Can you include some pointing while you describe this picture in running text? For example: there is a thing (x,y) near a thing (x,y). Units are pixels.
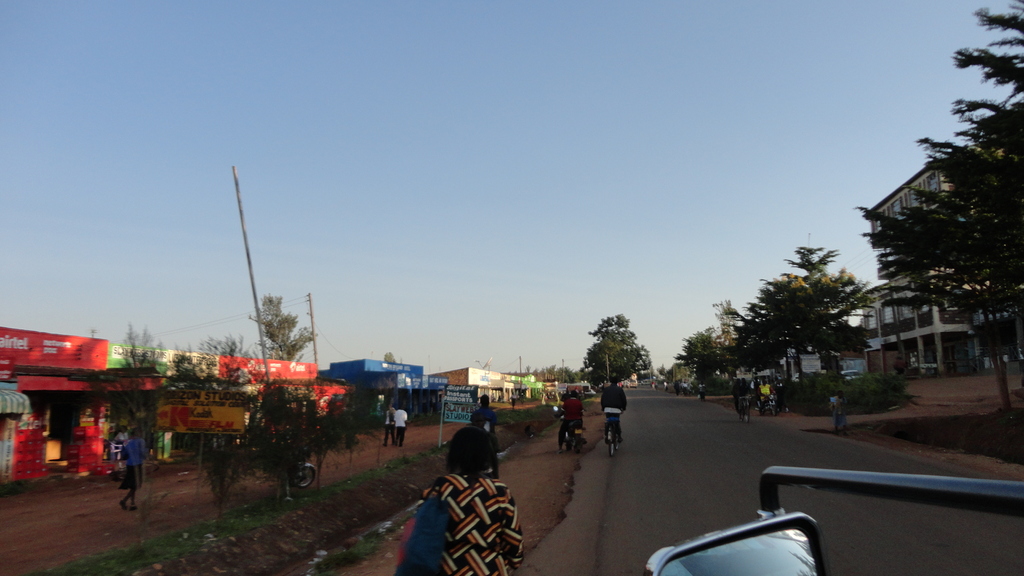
In this image we can see some people (574,406) riding the vehicles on the road (677,503). On the right side (702,344) we can see some trees (768,365) and a building (890,368). On the left side (317,414) we can see some stores (224,385), grass (200,540), plants (253,471), pole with wires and the sky (501,131).
